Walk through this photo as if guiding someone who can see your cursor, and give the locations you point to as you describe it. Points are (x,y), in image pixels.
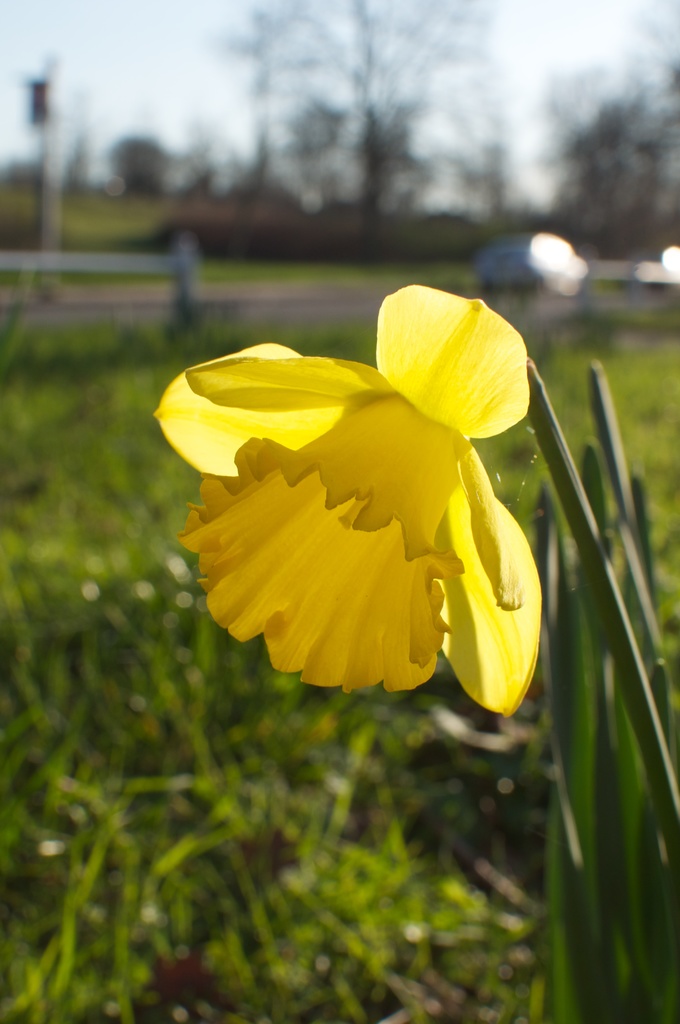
This is a close up image of a flower (430,489), which is yellow in color and these are the leaves (585,780). We can see even grass (80,726) and the background (122,167) is blurred.
